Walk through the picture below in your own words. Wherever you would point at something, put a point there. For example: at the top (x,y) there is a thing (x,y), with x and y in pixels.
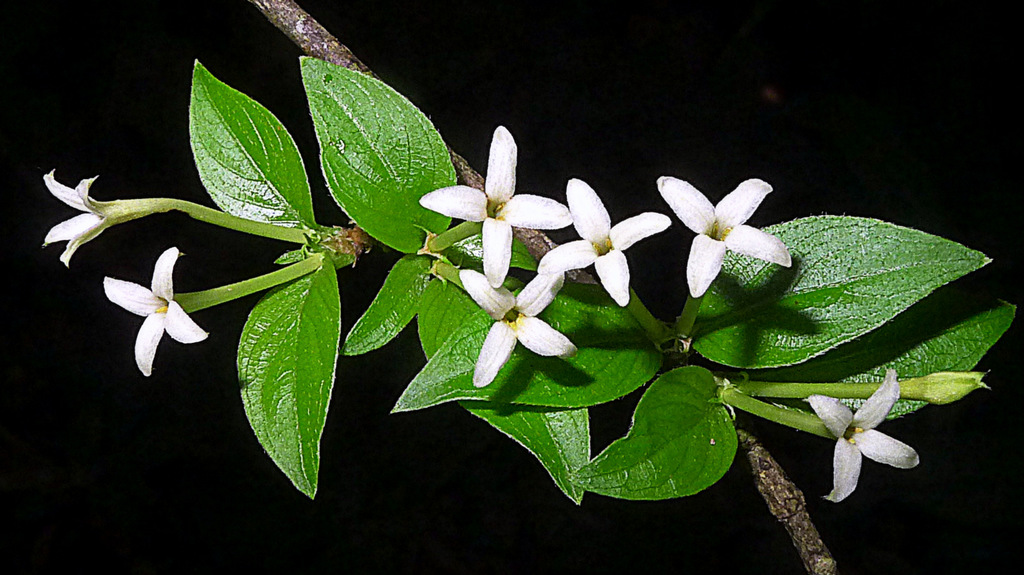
In this picture we can see a small white color flower plant (621,344) with green leaves (319,286) in the front (471,280). Behind there is a dark background (3,286).
